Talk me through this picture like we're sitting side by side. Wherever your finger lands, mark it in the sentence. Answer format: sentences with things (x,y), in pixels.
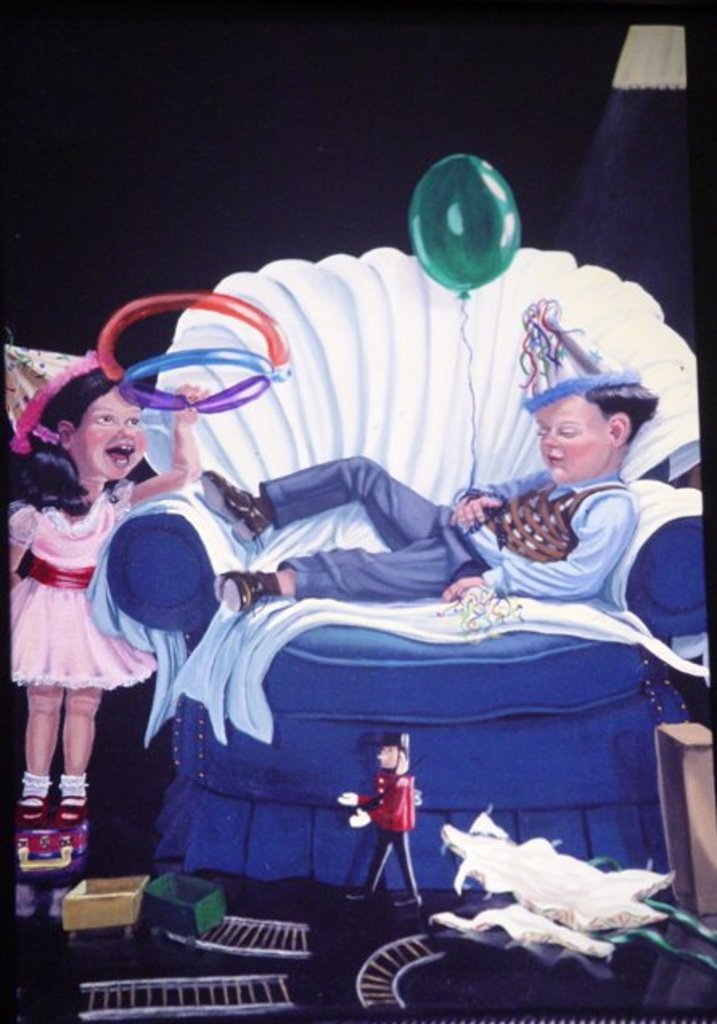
In this picture we can see cartoon picture of a boy (353,468) and girl (75,601), in this we can see he is lying on the sofa (370,453) and he is holding a balloon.
